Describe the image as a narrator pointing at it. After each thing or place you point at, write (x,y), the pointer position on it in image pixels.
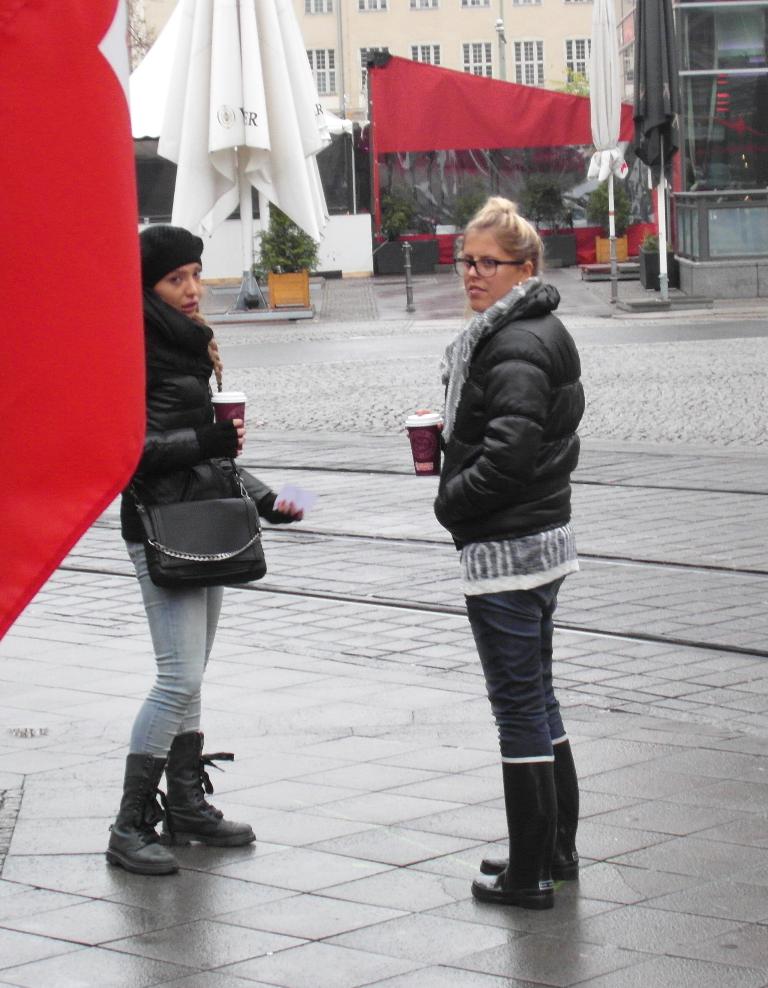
In the foreground (767,535), I can see two persons (446,515) are standing on the road (378,674) and are holding glasses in their hand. In the background (719,226), I can see tents (588,166), cloth (446,256), buildings (731,234), house plants (529,198), trees (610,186) and windows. This image is taken, maybe during a day.
